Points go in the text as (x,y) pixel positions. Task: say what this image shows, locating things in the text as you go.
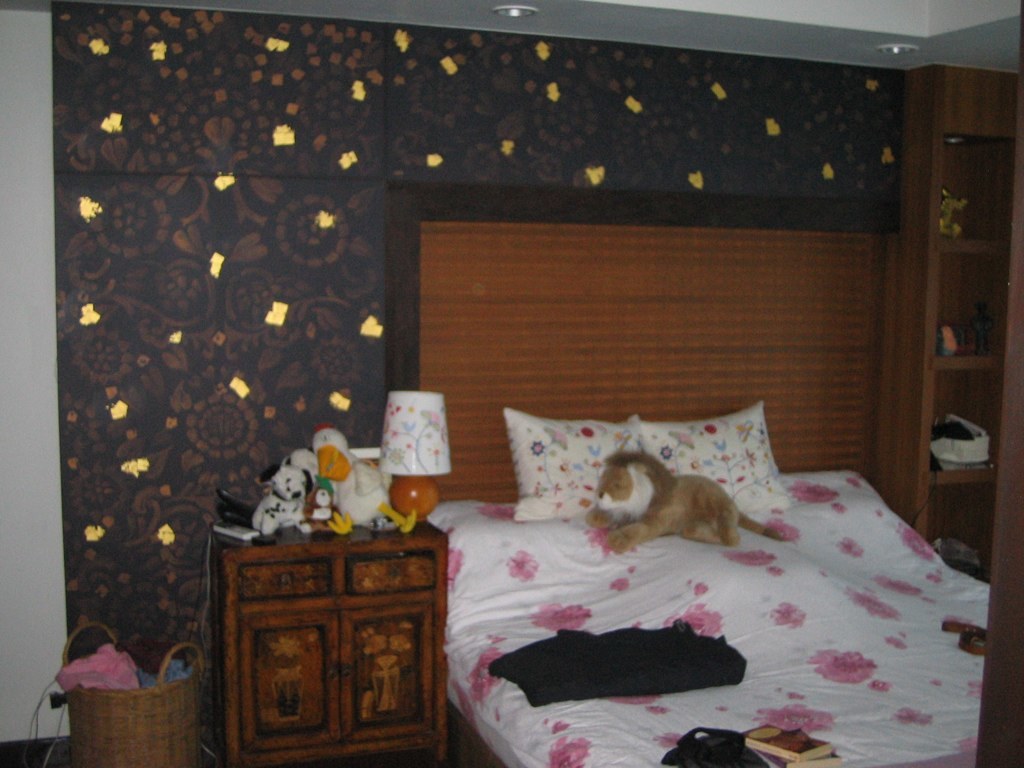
In the image we can see there is a bed (772,508) on which there are toys (602,494) and a bag (724,738) kept on it and on table (400,569) there are toys (381,501) and a table lamp (405,497).
